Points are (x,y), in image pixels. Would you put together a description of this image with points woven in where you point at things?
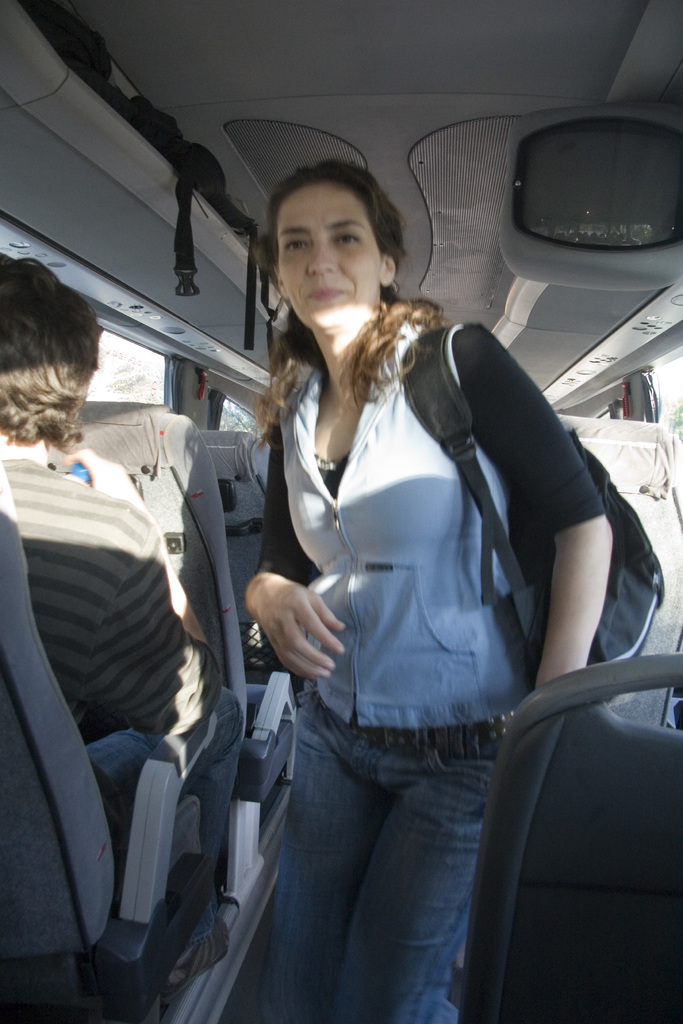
Picture inside of a vehicle (526,368). This person (105,651) is sitting and this woman (305,420) is standing. She wore a bag (498,522). This is television (603,251).
